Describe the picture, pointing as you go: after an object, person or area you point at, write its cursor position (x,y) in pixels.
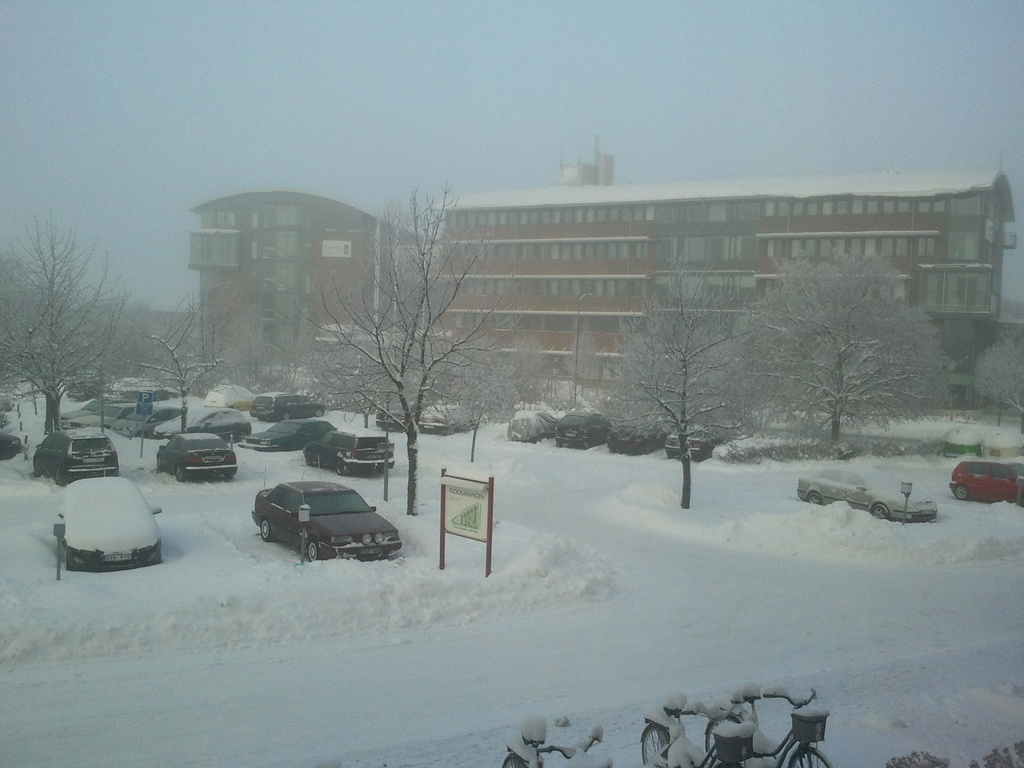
In this image we can see the land (450,612) full of snow (695,606). Buildings (671,275), trees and cars (160,456) are present. Bottom of the image (736,723) bicycles (704,753) are there.
